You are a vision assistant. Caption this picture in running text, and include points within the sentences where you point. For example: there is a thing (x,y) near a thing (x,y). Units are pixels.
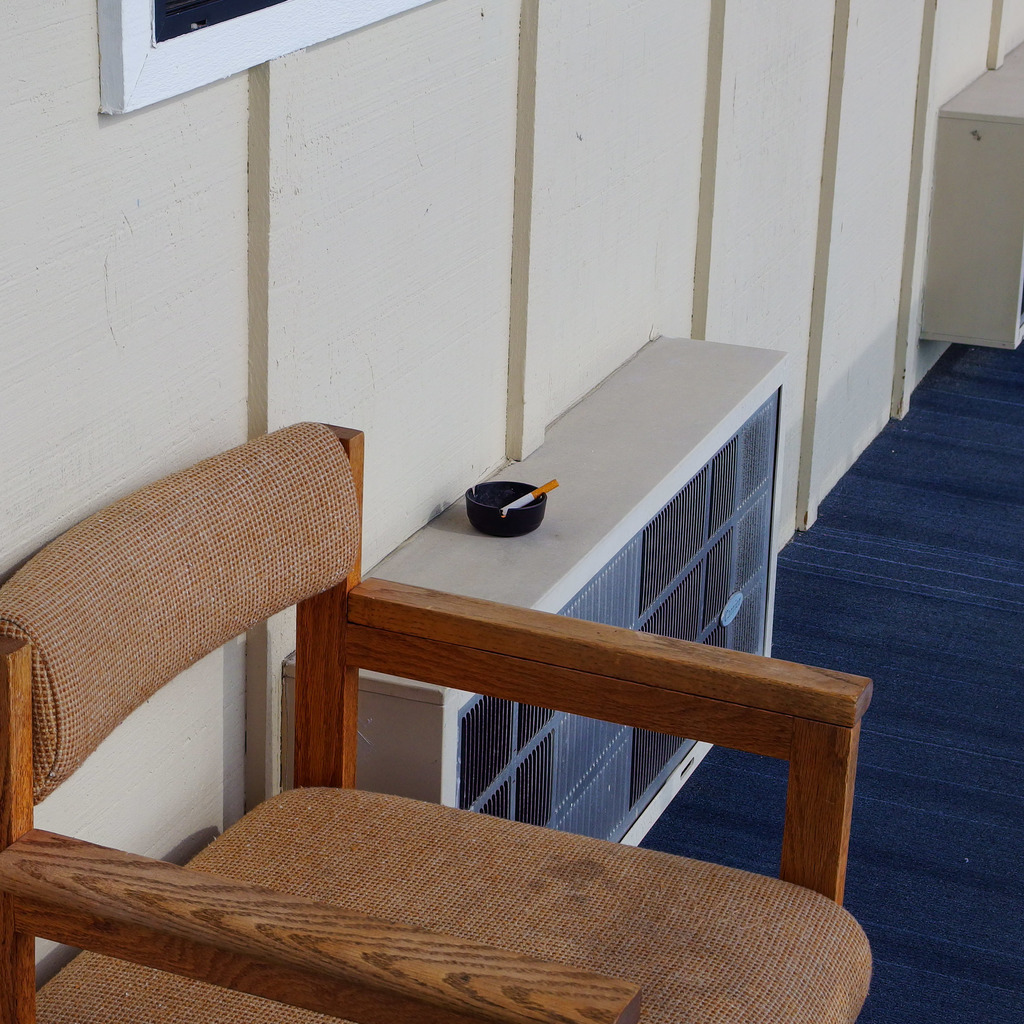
In this picture we can see a chair (370,910) in the front (305,940), on the left side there is a wall (535,151), we can see a box (605,559) in the middle (547,563), there is an ashtray (524,512) on the middle (504,508), we can see a cigarette (524,496) in it.
